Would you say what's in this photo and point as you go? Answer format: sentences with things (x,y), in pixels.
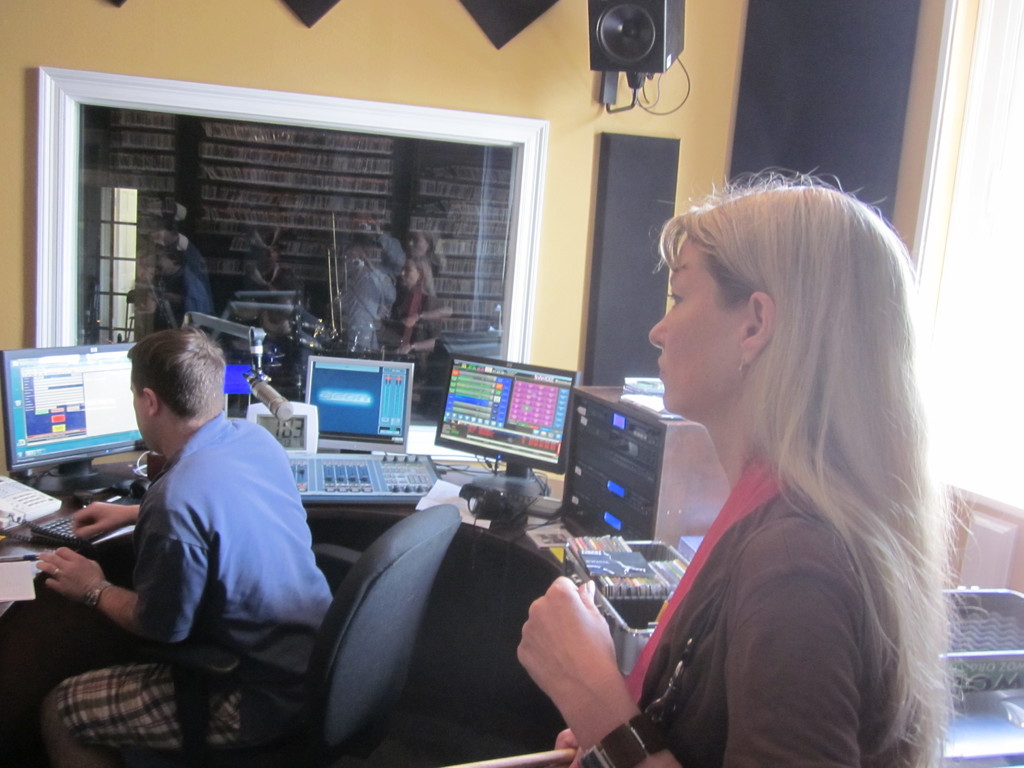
There is a room (564,391) which includes two persons (769,590), a Man (191,543) is sitting on the chair (354,619) at the left side (169,606) working on computer (89,446) and a woman (733,337) is standing at the right side (771,655) looking at computer screen (85,386). There are three computers (310,361) placed on the table (552,485) and there is a window (315,148) from which we can see the cabinet (340,144) and there is a wall mounted speaker (614,63).
